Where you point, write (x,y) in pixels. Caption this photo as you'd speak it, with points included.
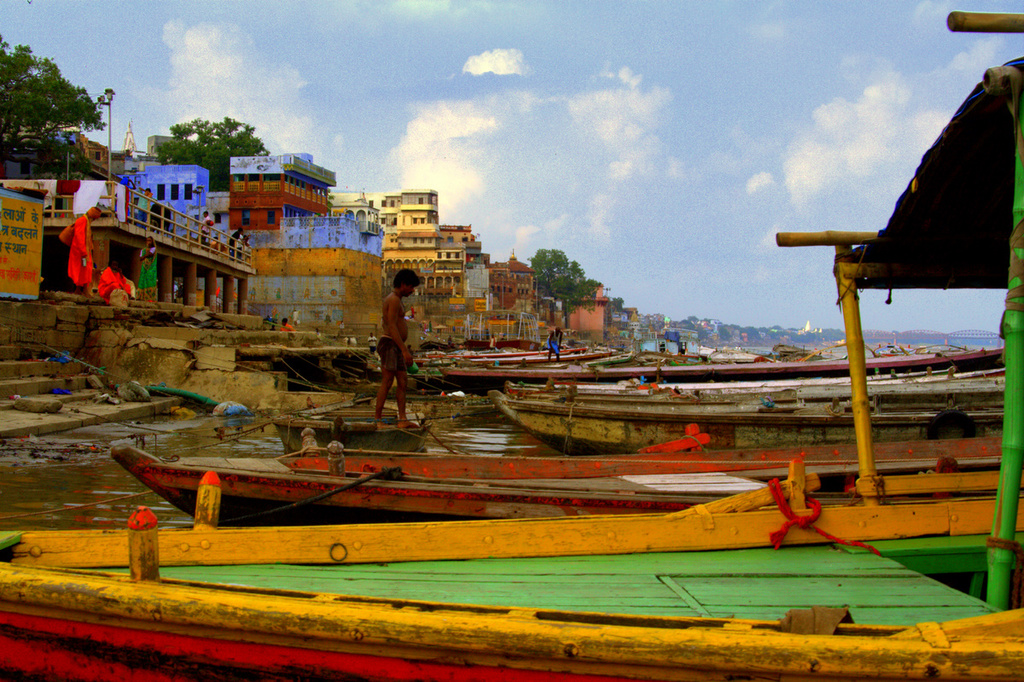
In the image there are ships (515,555) in the river (473,440) with a person (388,314) standing on the boat (363,437) in the middle (346,432) and behind there are many buildings (325,276) all over the place on left side (43,99) with some trees (39,80) and above its sky (441,104) with clouds (657,110).
